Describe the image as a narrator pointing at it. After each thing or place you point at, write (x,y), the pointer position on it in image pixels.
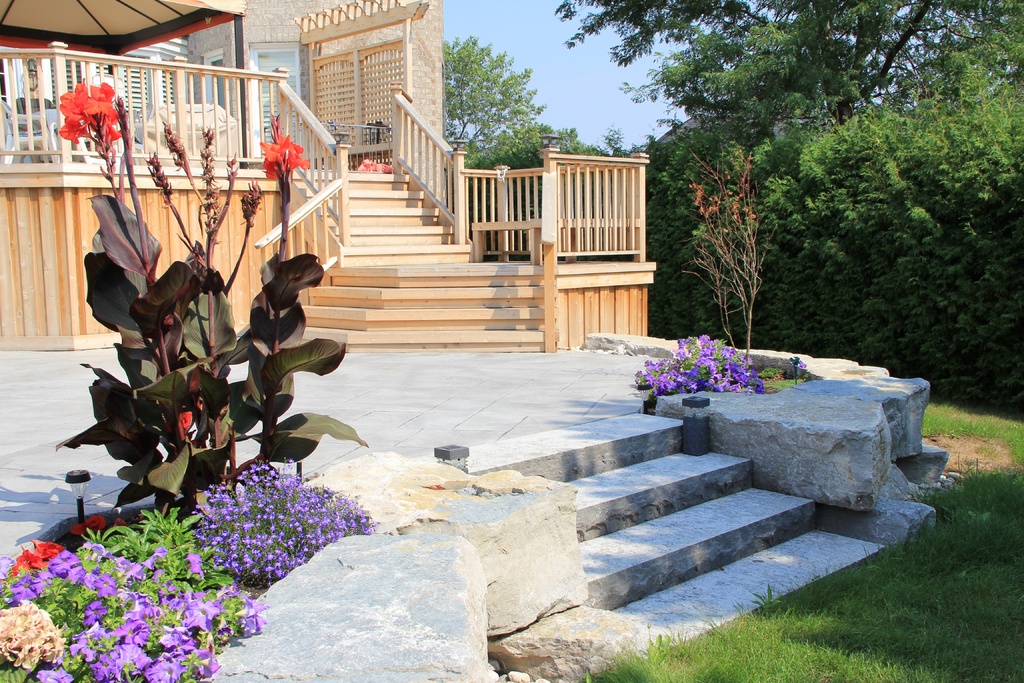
In the background of the image (430,155) there is a house (283,0). There are staircase (371,216) with railings (404,154). To the right side of the image (960,139) there are trees (738,78). At the bottom of the image (794,633) there is grass (809,648). To the left side (15,640) bottom of the image (42,583) there are flower plants (178,518).
